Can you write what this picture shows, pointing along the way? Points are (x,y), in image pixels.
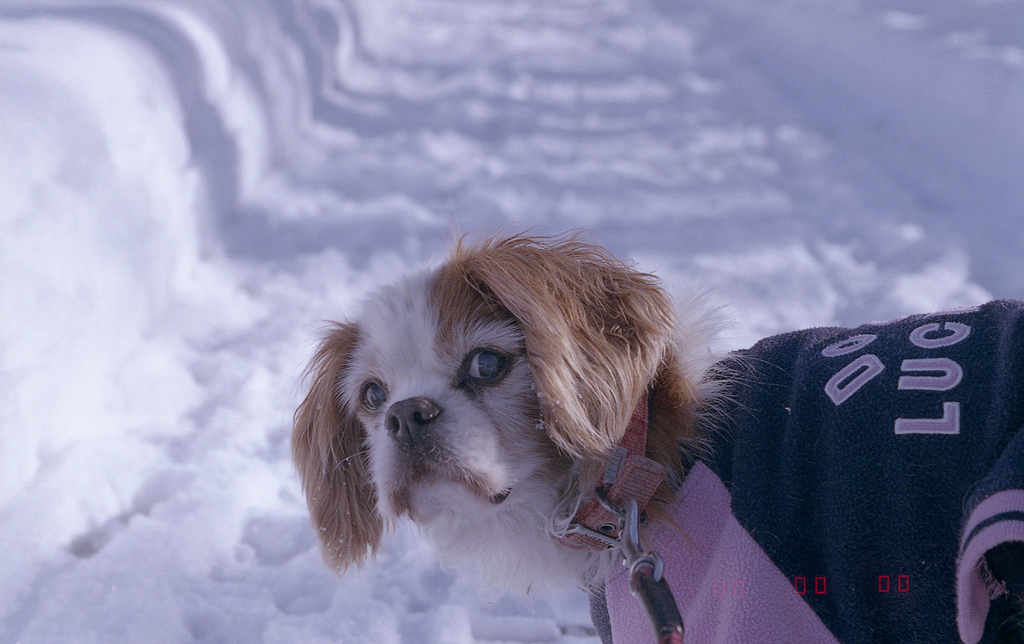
In this picture, we see a dog (508,454) with brown and white fur (444,340) is looking at the camera. It is wearing a jacket (720,492) which is in black and pink color. It has a leash (638,447) around its neck (605,467). In the background (174,365), we see the ice (390,144).
